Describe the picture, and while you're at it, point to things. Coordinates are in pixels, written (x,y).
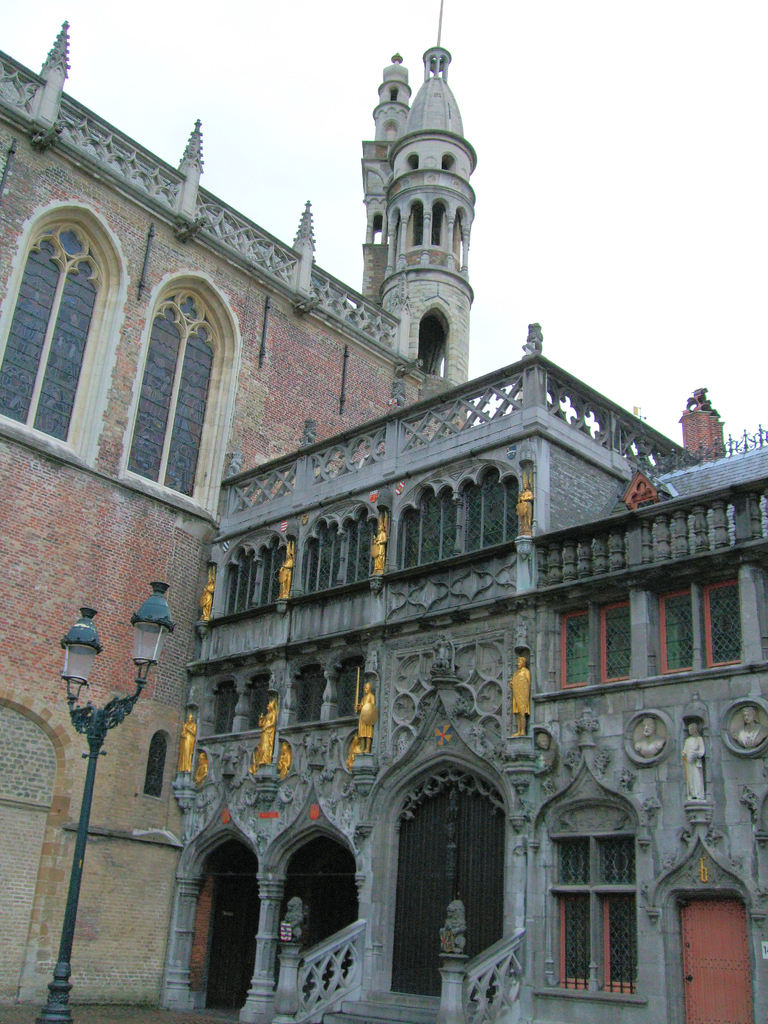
In this image I can see the ground (157,1010), a black colored light pole (67,1023), few stairs (365,1007), the railing (353,987) and a huge building (437,743). I can see few statues (701,749) to the building (447,690) and in the background (520,84) I can see the sky (524,151).
